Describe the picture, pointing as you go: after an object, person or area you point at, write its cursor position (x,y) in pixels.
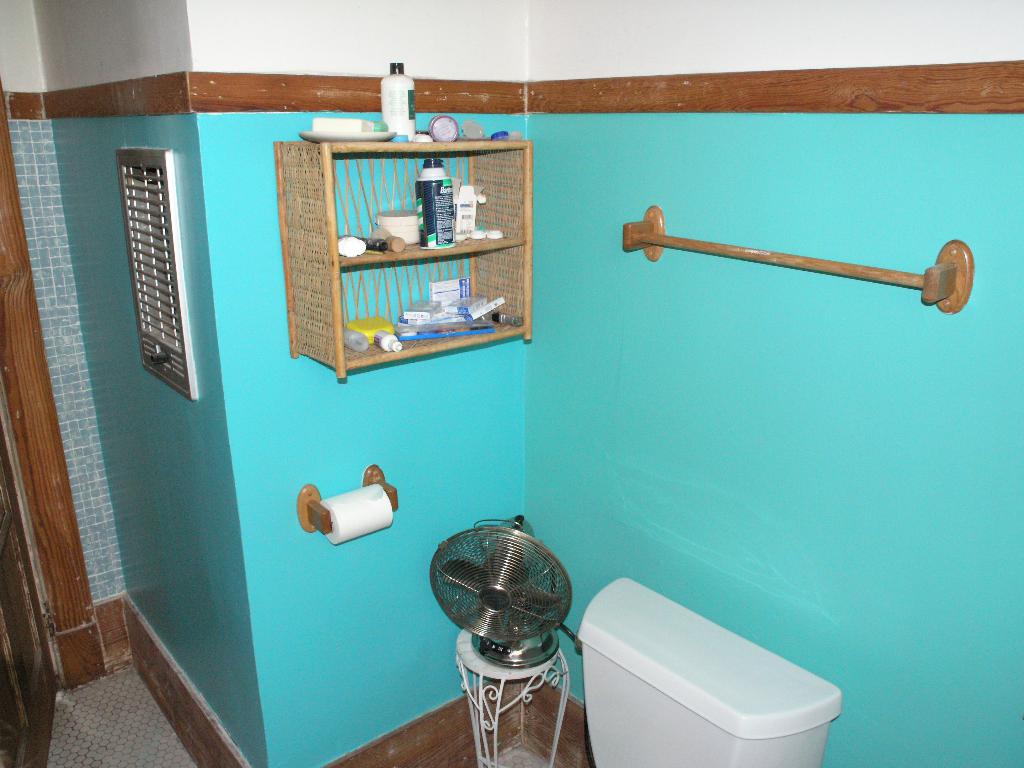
At the bottom (602,728) there is a flush tank (678,690), table fan (513,597) on a stool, bottle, small boxes (421,318), plate (359,133) and other objects (408,324) on a stand (396,147) on the wall (384,156) and on the left side (1,483) we can see the door (22,657).
